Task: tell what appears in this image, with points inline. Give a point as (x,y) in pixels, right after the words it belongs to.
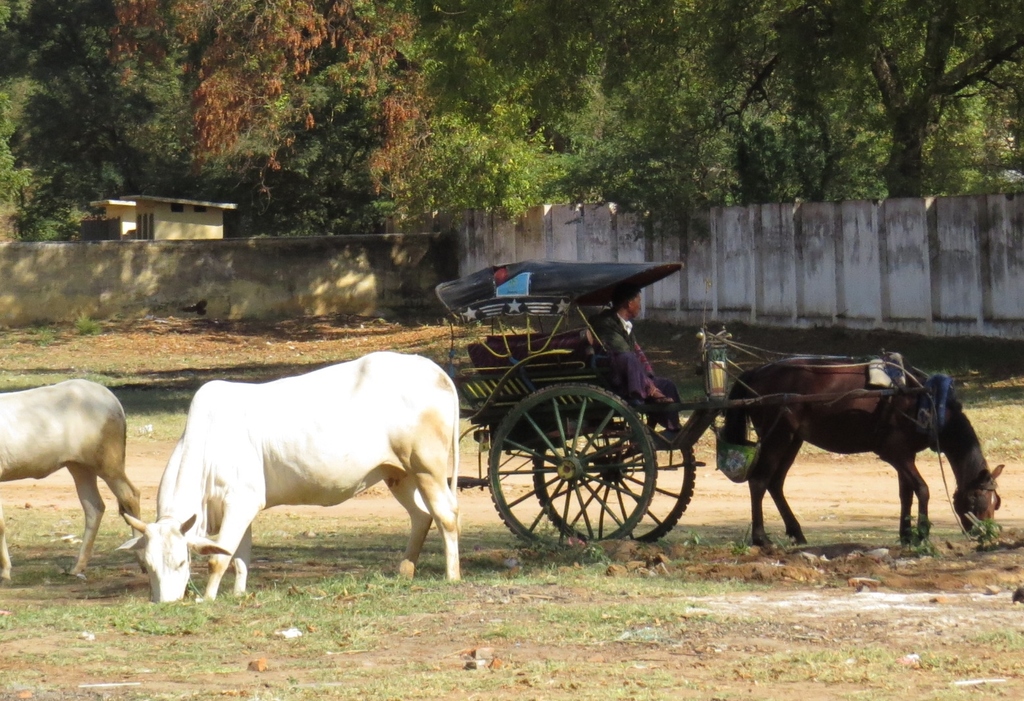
In this picture, we see a man (625,326) is riding a horse cart (686,484). On the left side (308,414), we see two cows (60,467) which are grazing the grass (229,576). At the bottom of the picture (511,630), we see the grass (380,602). In the background (648,252), we see a wall (224,253). Behind that, we see a building (191,227) in white color. There are trees (773,88) in the background (773,88).
